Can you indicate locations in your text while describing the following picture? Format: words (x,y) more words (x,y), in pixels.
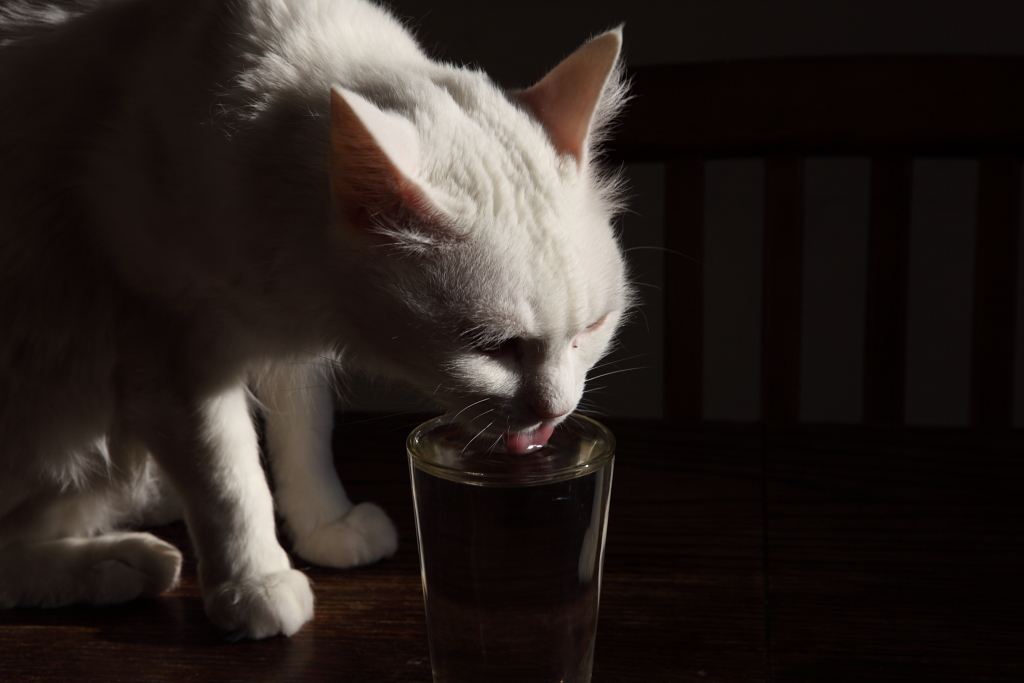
In the center of the image (530,240) there is a cat (440,394) drinking water (456,438) in a glass (471,558). At the bottom of the image (748,544) there is a wooden flooring (807,553).
